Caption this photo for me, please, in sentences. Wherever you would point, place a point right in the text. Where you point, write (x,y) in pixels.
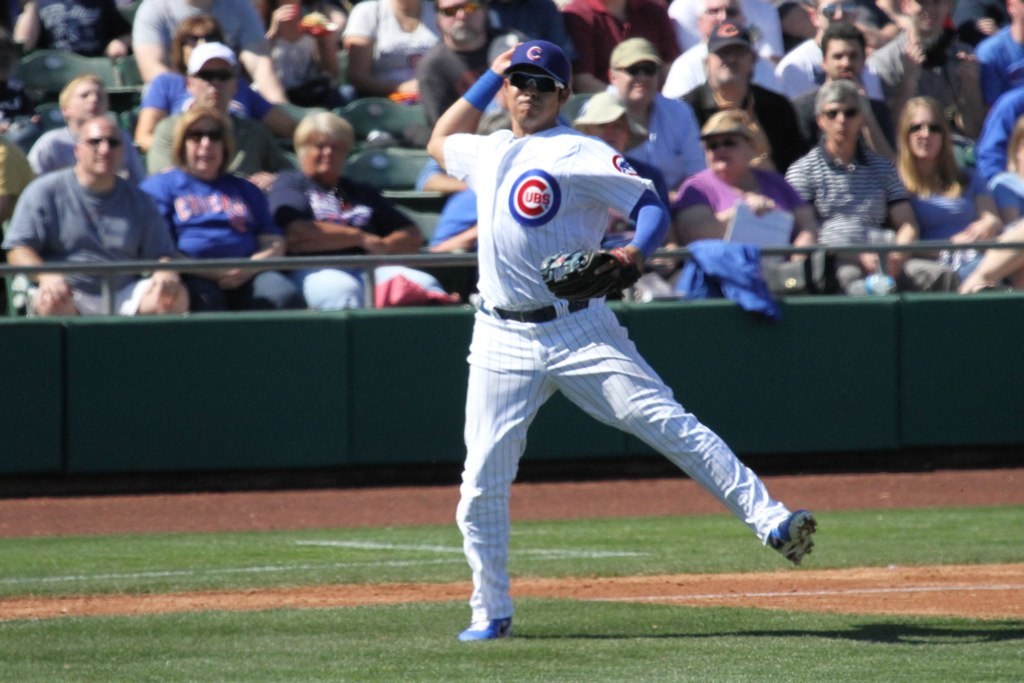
In the picture there is a man (507,493) he is standing and throwing something. He is wearing a glove (597,267) to his left hand (567,270), behind the man (574,248) there are many spectators (157,119).
